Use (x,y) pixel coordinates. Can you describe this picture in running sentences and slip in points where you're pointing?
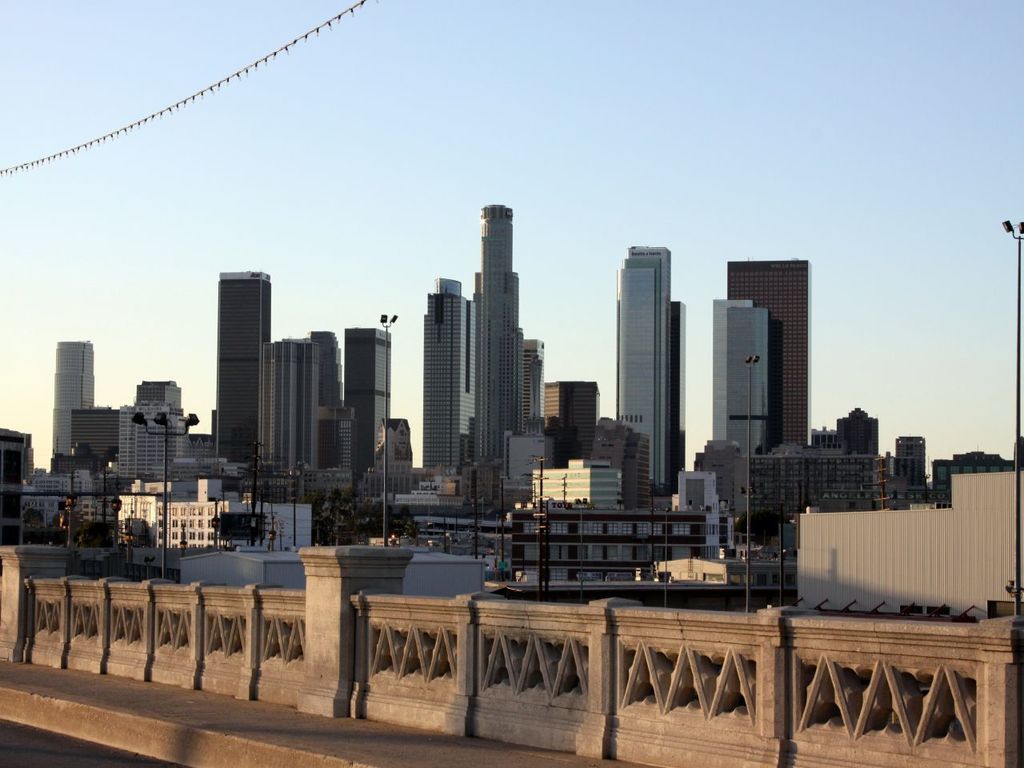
In the image there is a railing (298,668) and behind the railing (762,704) there are many tall buildings (369,463) and poles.
